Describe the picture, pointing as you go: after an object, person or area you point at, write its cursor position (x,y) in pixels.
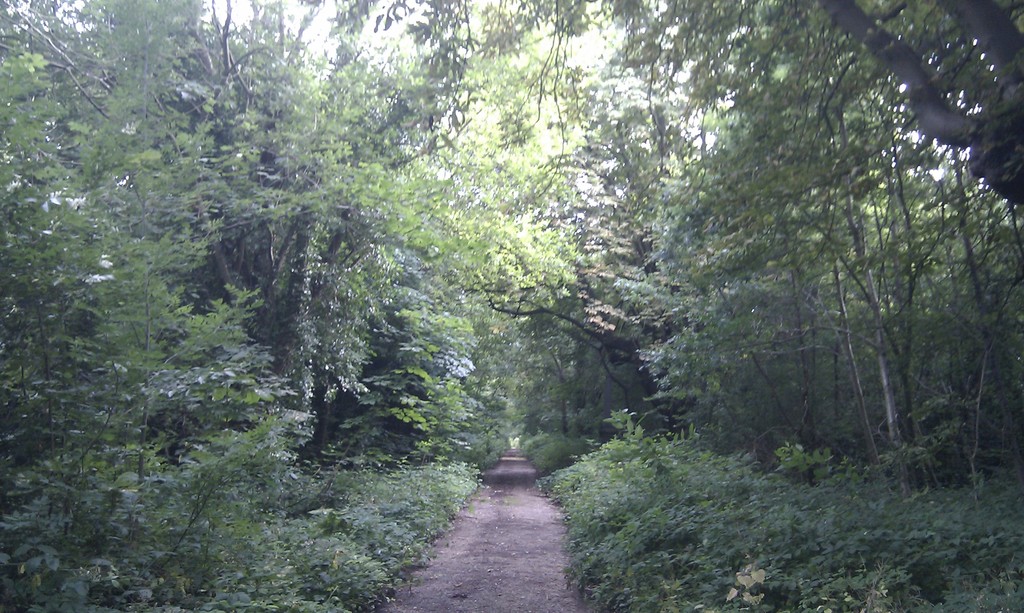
There is road (502,569). On the sides of the road (531,465) there are plants (678,498) and trees (486,232).
